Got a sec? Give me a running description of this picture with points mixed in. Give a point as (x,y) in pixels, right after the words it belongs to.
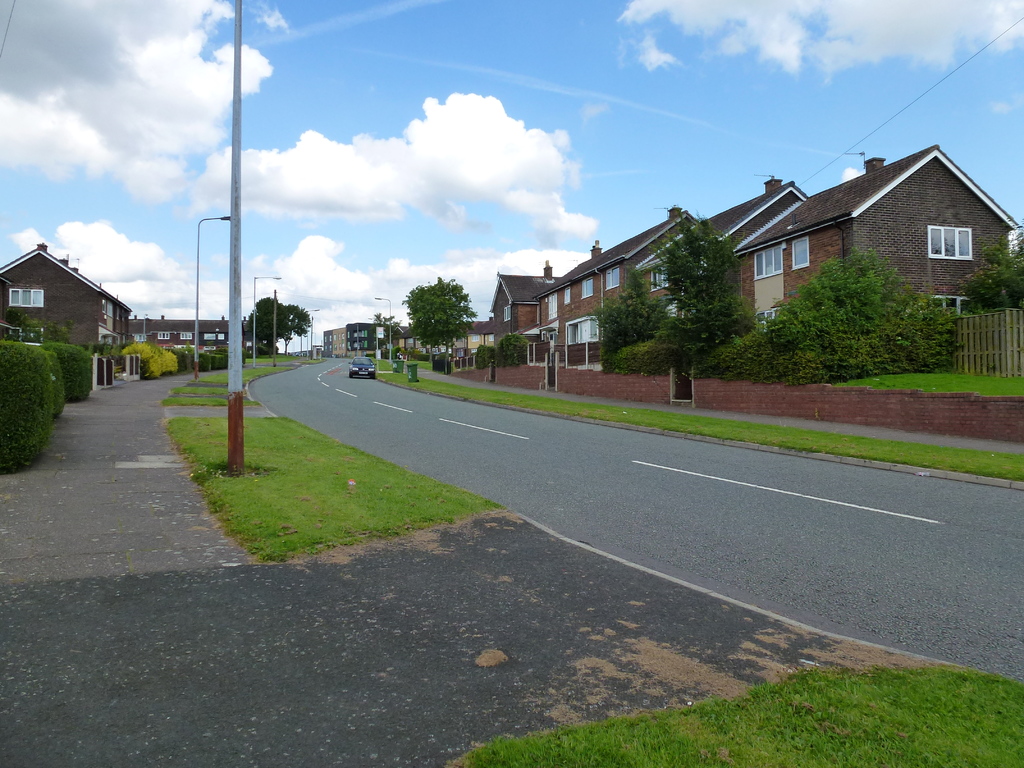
In this image there is a vehicle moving on the road (742,557). On the left (313,459) and right side of the road (453,474) there are buildings (950,288), trees (431,299), grass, street lights (232,211) and in the background (459,177) there is the sky (303,157).
